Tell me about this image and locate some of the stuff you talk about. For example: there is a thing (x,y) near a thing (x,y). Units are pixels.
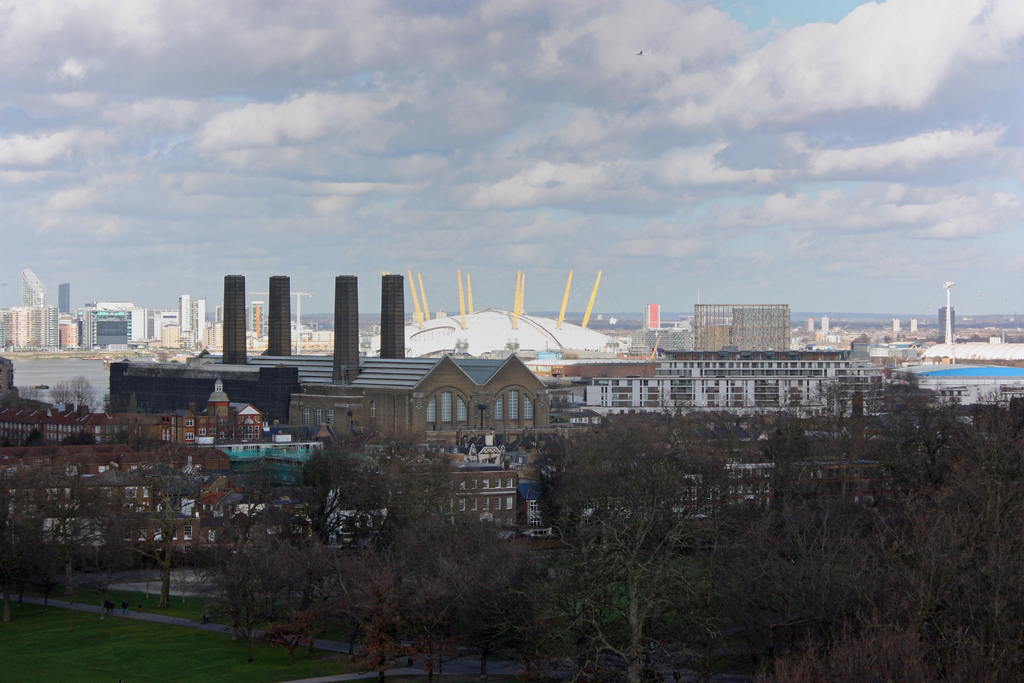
In the picture I can see buildings (486,448), trees (388,522), the grass (186,638) and some other objects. In the background (334,170) I can see the sky (334,170).
